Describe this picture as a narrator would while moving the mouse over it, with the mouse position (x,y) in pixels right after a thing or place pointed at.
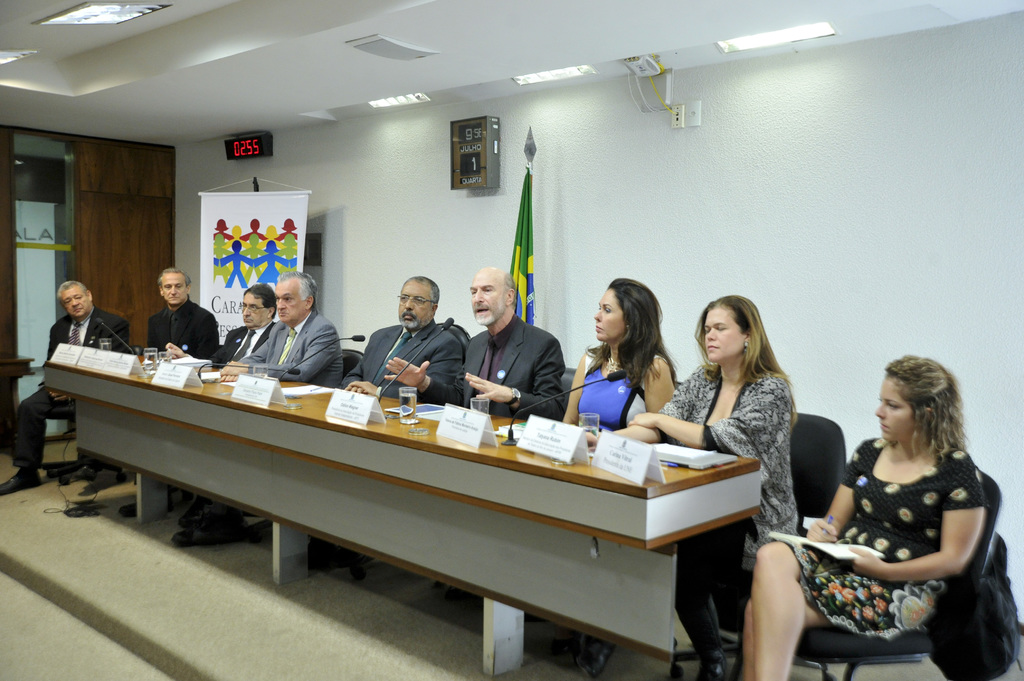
It looks like a conference room (467,382). Few peoples (615,403) are sat on the chair (817,469). Here we can see desk (436,483), name boards (352,404), microphones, glasses (408,397) with water (412,420). On the right side (982,620), we can see bag (986,631). And background (575,229), we can see flag (525,220), white color wall (575,173). White roof (507,49). Clock (259,144) here. Banner (236,239). On the left side (154,239), we can see wooden cupboard (108,225), glass (67,247).
